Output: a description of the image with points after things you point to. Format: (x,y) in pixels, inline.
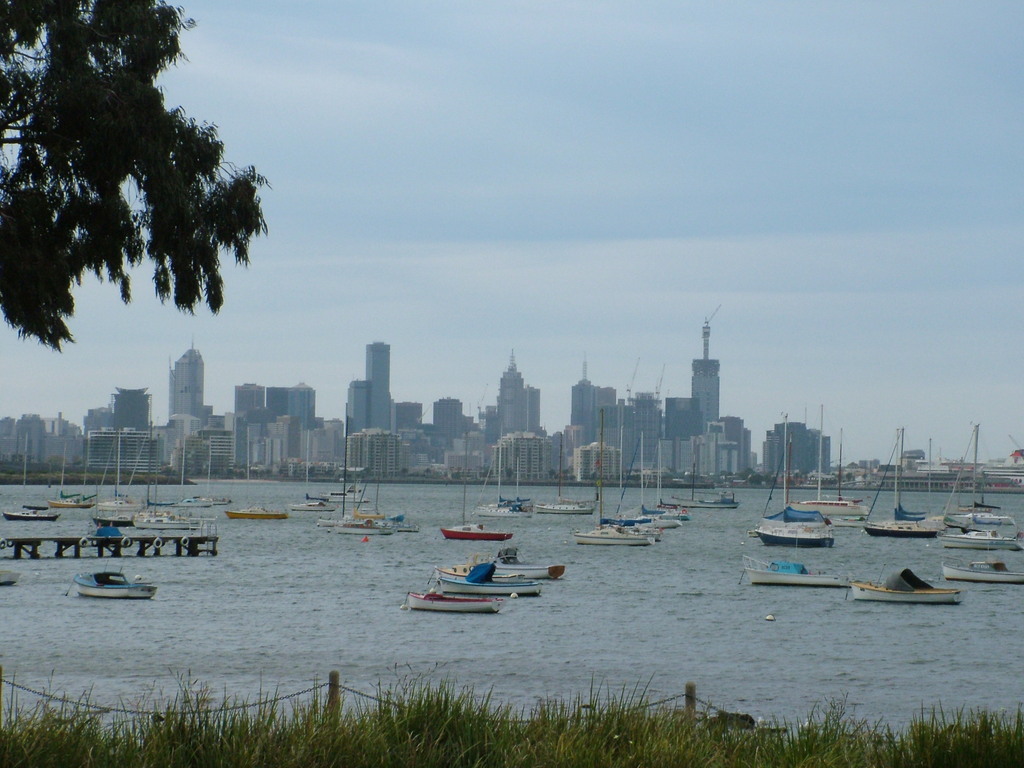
In this image, I can see the boats (527,498) on the water (440,616). This is the grass (373,732). I can see the buildings (259,424) and skyscrapers (588,420). This looks like a tree (54,191) with branches (24,117) and leaves (133,113). I think this is the wooden bridge (109,545).
